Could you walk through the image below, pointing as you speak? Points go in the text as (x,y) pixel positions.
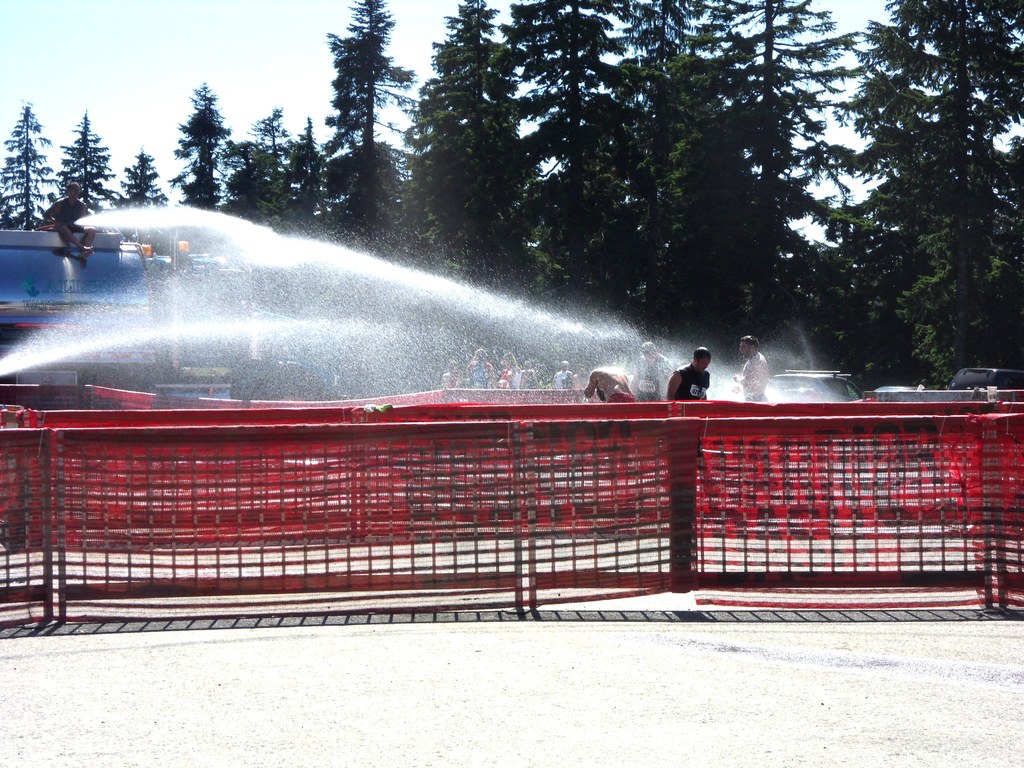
In this image there is red color fencing (364,464). There are people (594,386). There is a tanker (100,269). There is water (247,245). There is a person (82,254) sitting on a tanker (100,251). There are vehicles (789,386) and trees (918,380). There is a sky (64,158).
